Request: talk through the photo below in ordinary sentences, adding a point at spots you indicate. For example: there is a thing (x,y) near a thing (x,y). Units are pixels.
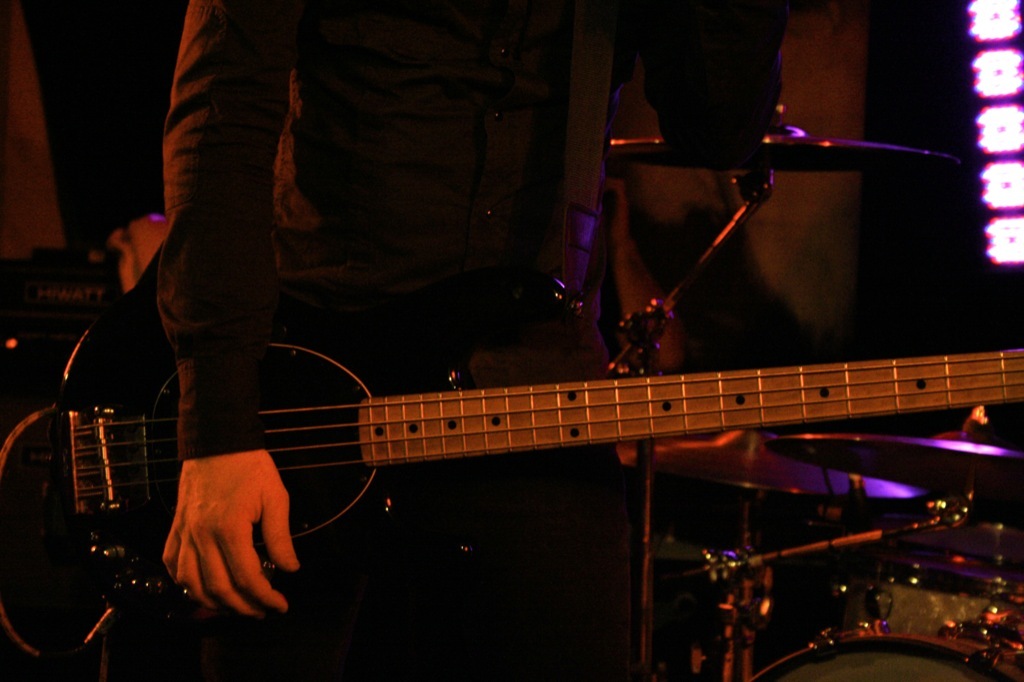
In this image I can see a man (519,371) holding guitar (350,431) in his hands (242,490). On the right side of the image (839,507) I can see the drums (860,627). This is an image clicked in the dark. The person (286,274) is wearing black color shirt (365,157).
